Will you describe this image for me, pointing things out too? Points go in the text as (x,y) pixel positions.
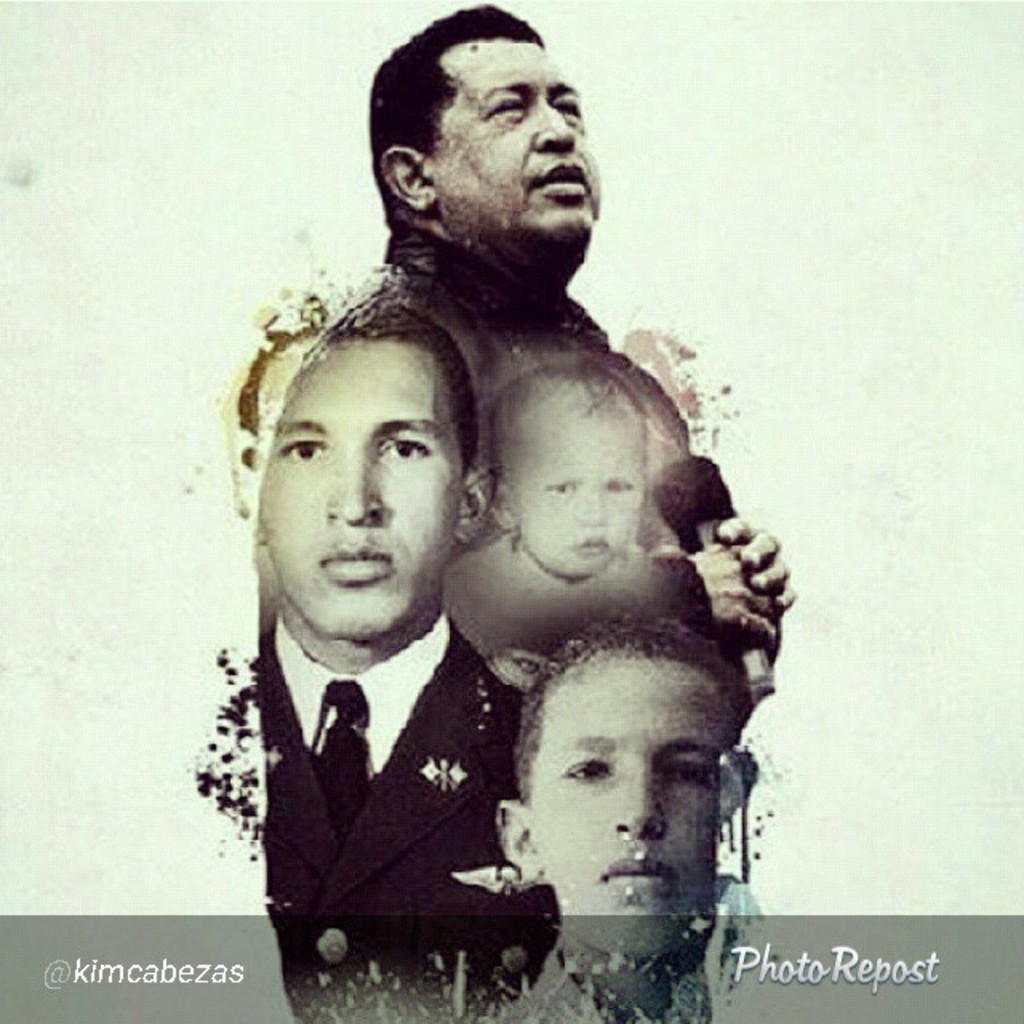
In this image there is a poster (378,671), on that poster (331,458) there are people (365,689), at the bottom (875,952) there is some text (879,967).
